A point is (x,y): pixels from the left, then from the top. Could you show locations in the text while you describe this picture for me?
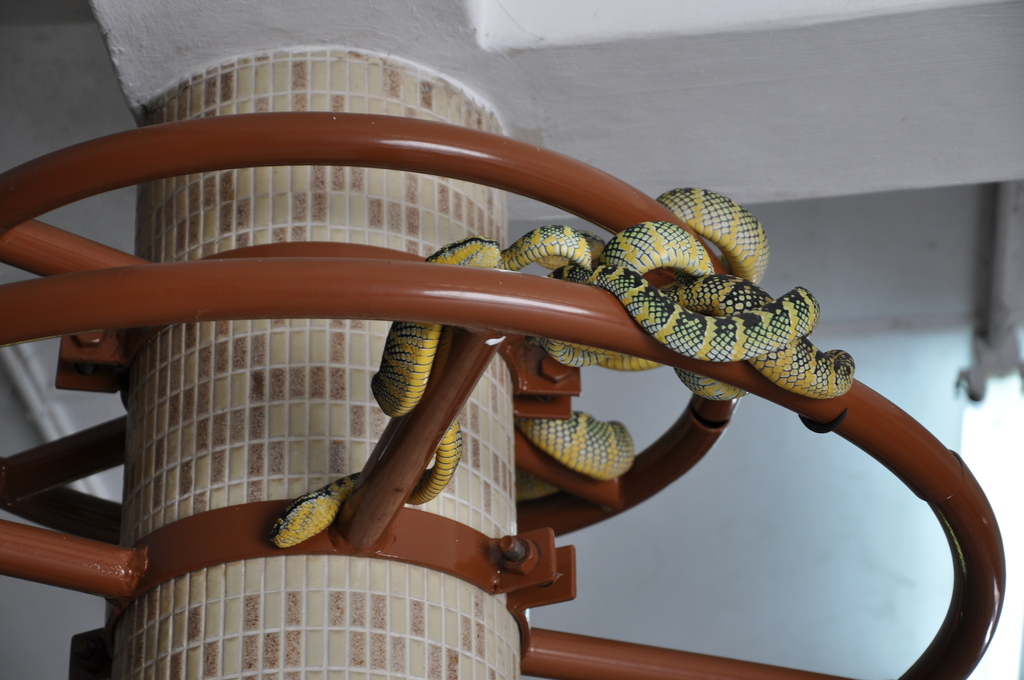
In the picture I can see the pillar (218,582) of a building (171,202). I can see the metal structure block (474,300) and I can see the snakes (679,298) on the metal structure block (72,536).
